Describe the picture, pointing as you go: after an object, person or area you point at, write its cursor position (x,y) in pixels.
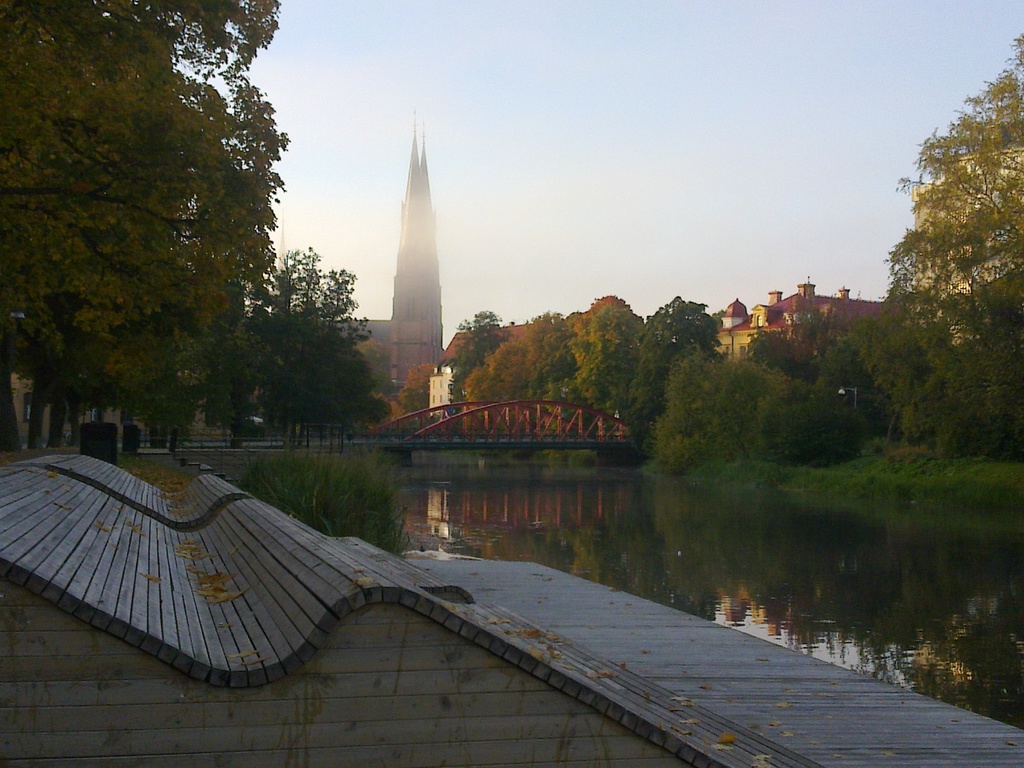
In this image we can see a bridge (489,419), water (715,602), some plants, grass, a group of trees (801,415), a tower (427,258), some buildings (784,325) and the sky (562,210). On the bottom of the image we can see some dried leaves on the ground (287,625).
